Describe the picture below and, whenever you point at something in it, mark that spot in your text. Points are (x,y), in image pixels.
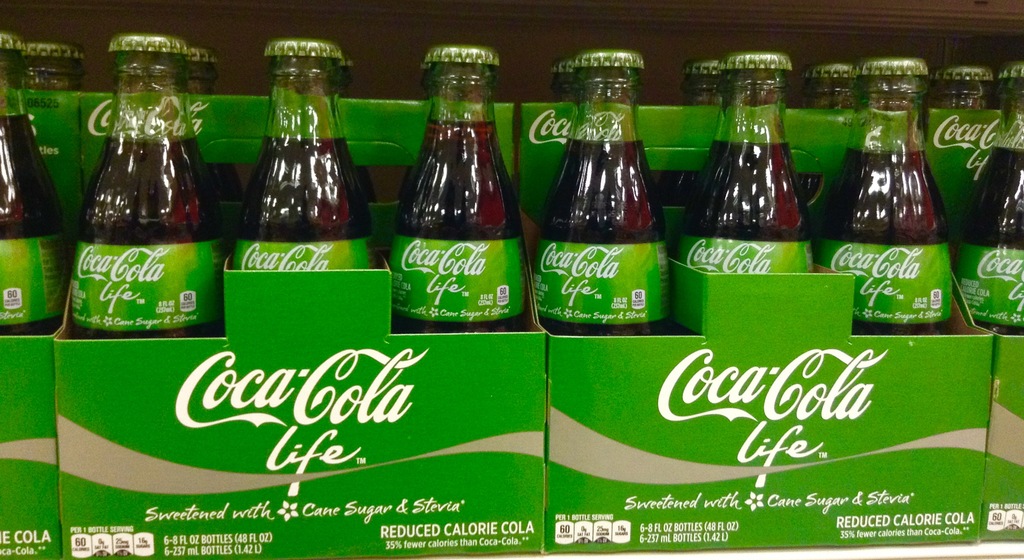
In this image we can see Coca-Cola bottles (452,247) with labels (549,291) on it placed in the green color boxes (507,423).
